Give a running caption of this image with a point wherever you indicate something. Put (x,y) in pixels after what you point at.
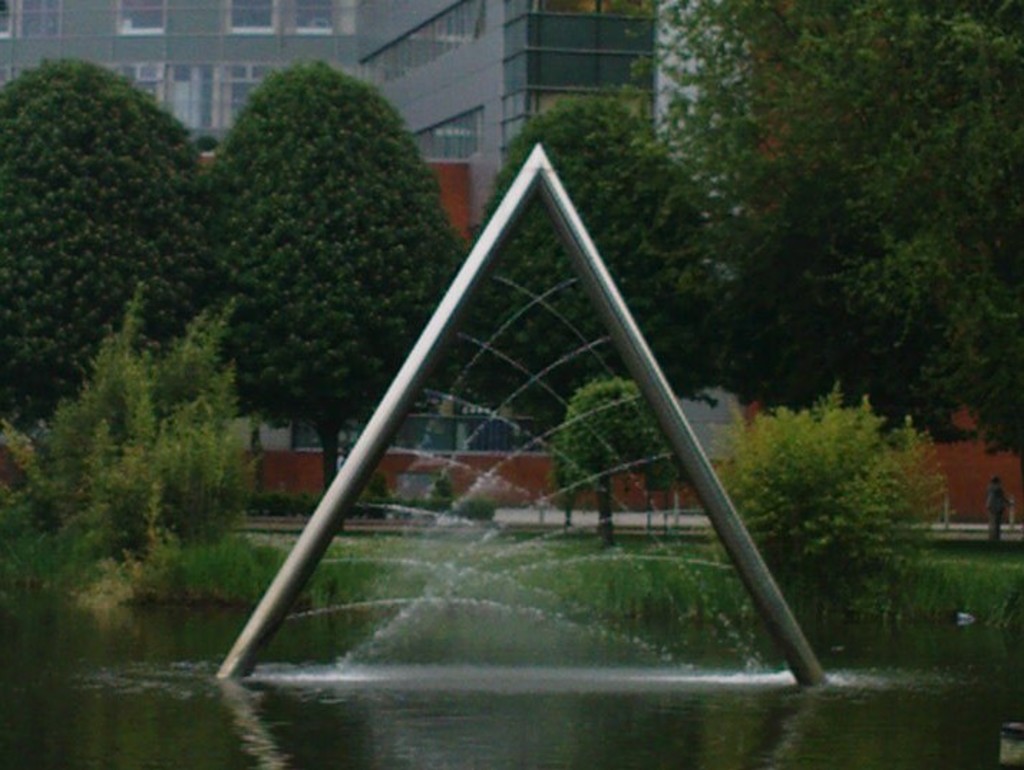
In the center of the image (473,261) there is a fountain (318,671). At the bottom of the image (419,698) there is water (319,701). In the background of the image (333,25) there is a building (465,69). There are trees (822,189).
